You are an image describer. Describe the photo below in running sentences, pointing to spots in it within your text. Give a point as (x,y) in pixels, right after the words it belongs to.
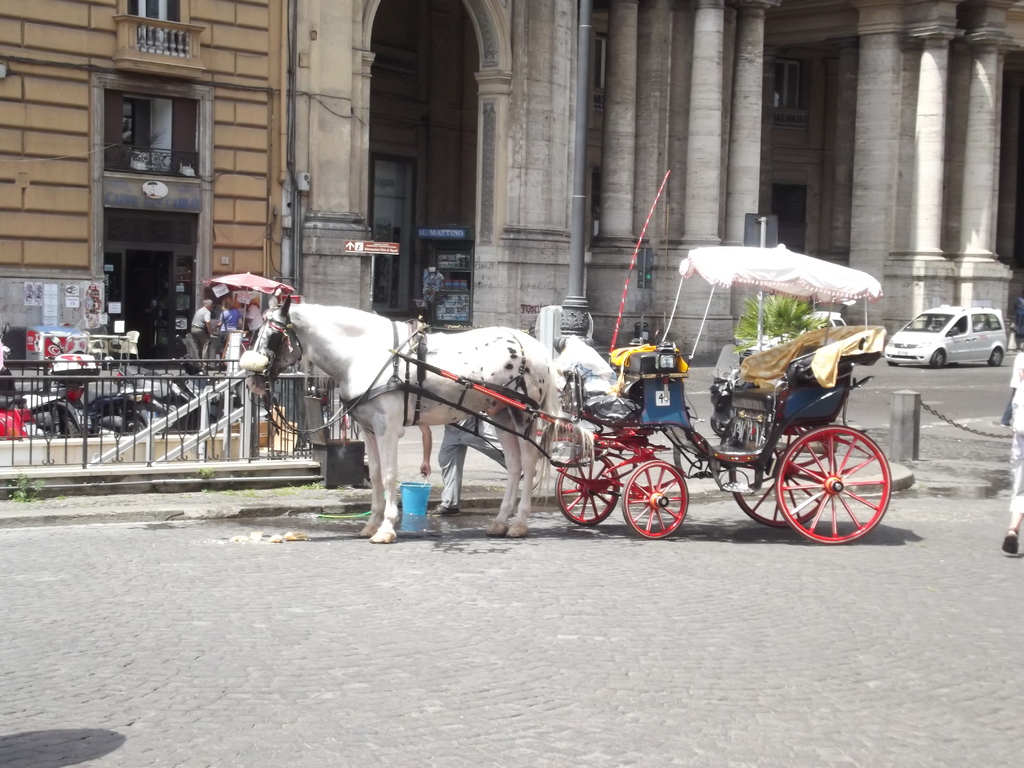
In the image there is a horse cart (823,472) on the road (429,663) and behind it there is a building (295,106) with vehicles (896,335) and people (195,319) in front of it.
